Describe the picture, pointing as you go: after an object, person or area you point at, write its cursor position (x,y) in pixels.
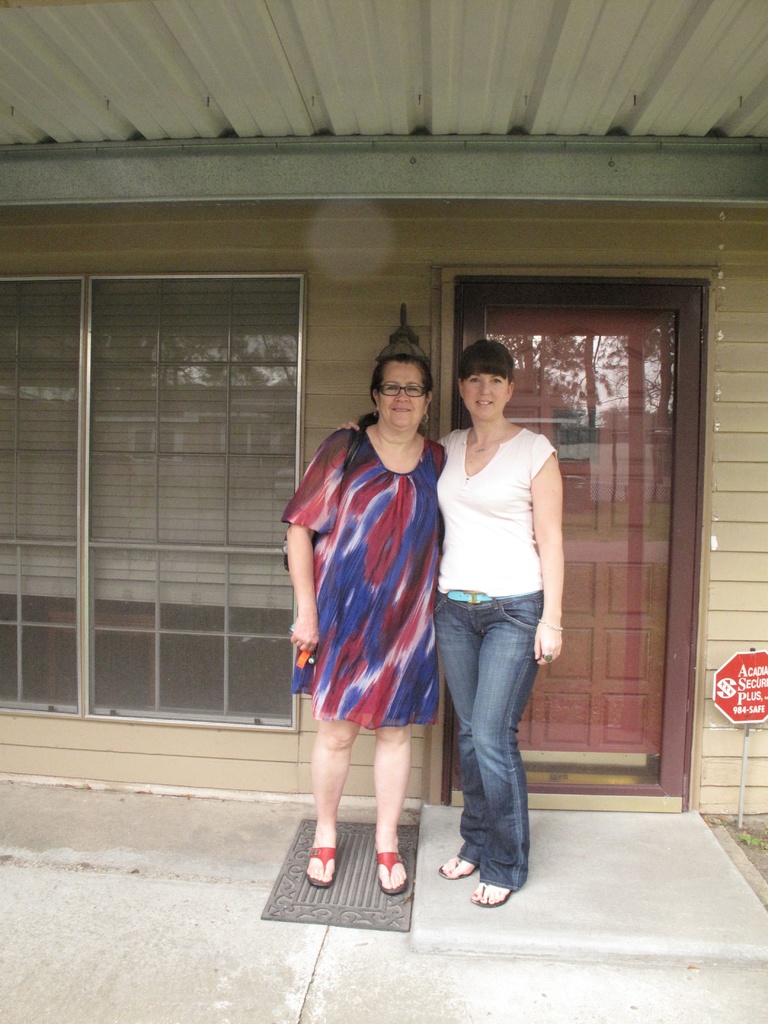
In this image, we can see people (392,492) standing and one of them is wearing glasses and holding an object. In the background (598,343), there is a door (562,320) and we can see a window (54,292) on the wall (724,430). At the top (253,84), there is a roof (519,69) and at the bottom (727,695), there is a board (734,677) and we can see a mat (294,878) on the ground (177,923).
